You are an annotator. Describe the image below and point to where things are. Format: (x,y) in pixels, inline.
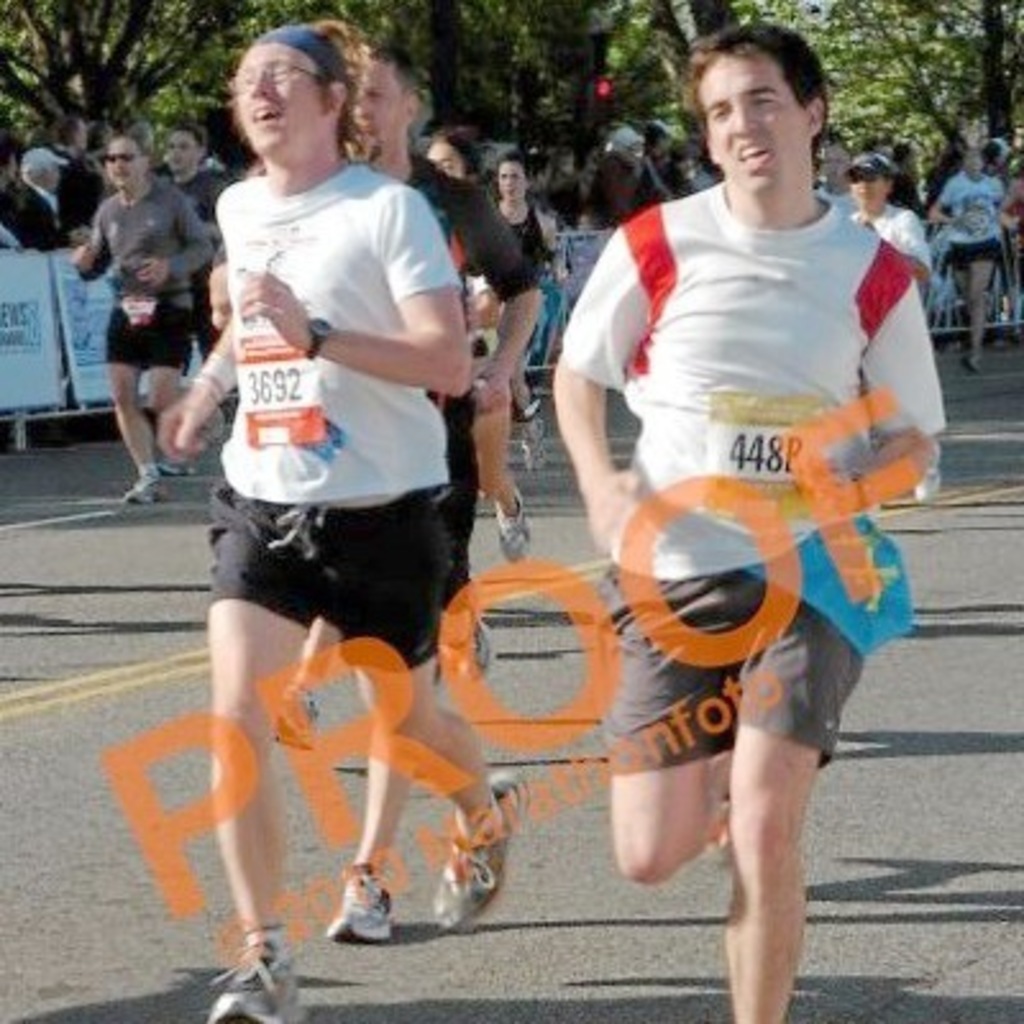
In this picture we can see some people (472,339) are running, there are some people (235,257) standing in the background (894,149), we can see barricades (89,279) in the middle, we can also see trees (894,126) in the background (90,84), there is a watermark (289,728) in the middle (584,606).
